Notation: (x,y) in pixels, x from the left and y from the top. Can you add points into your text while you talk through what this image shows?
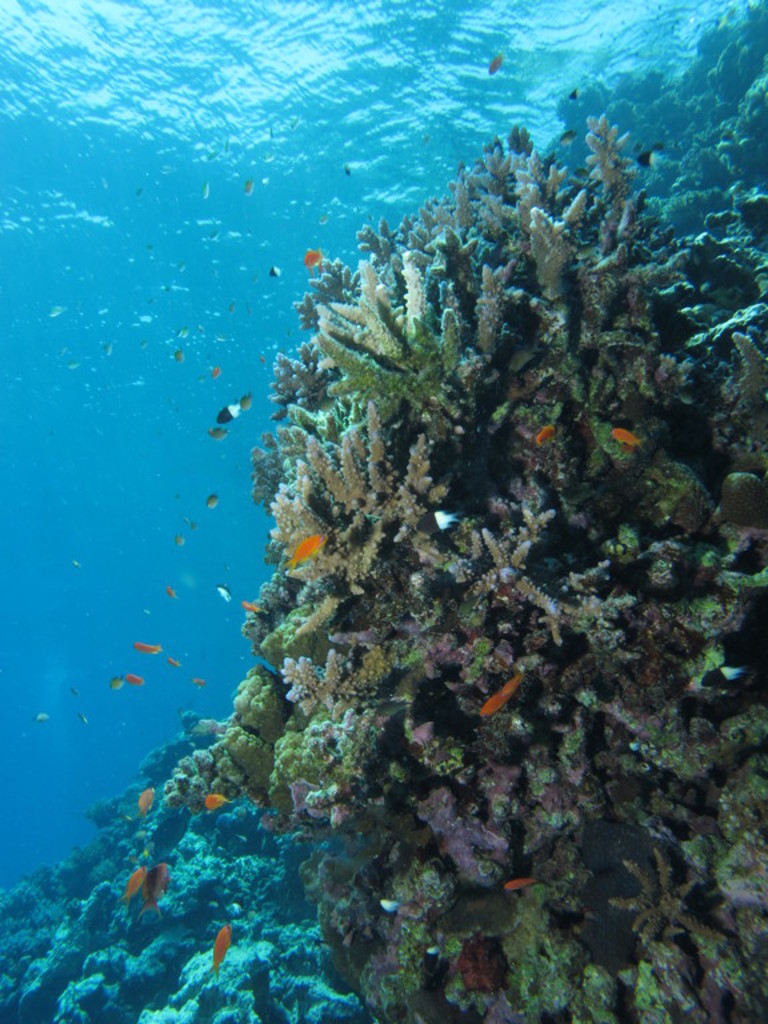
In this image I can see the under water image I can see few corals (361,448) which are green in color and few fishes (246,399) which are white, black, orange and grey in color. I can see the water (263,176) which are blue in color.
